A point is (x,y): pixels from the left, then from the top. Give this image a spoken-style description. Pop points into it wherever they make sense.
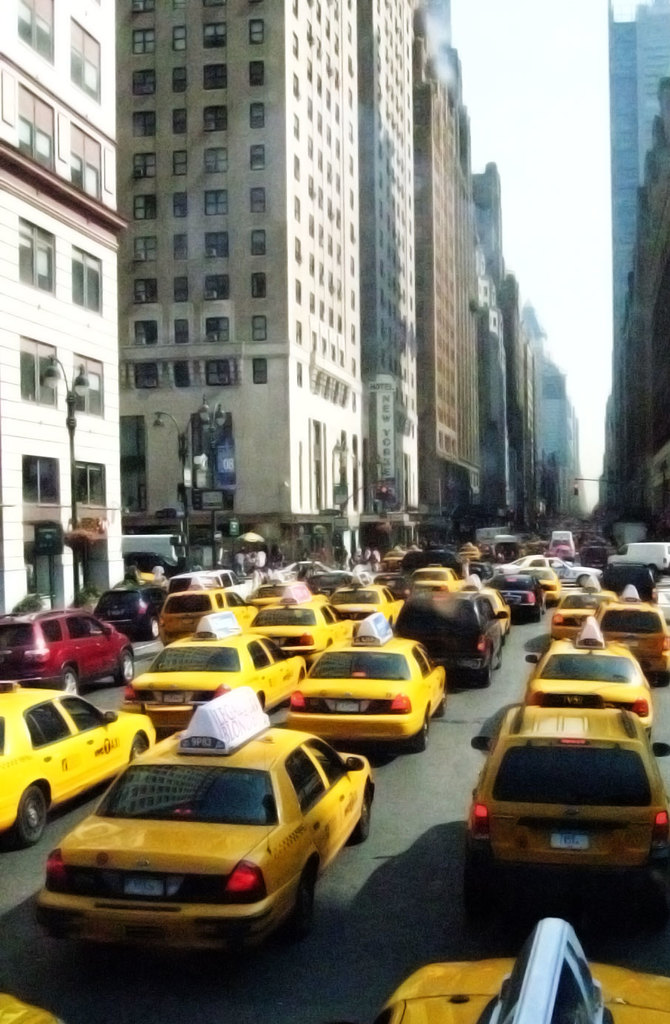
In this image, I can see the vehicles (487,822) on the road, lights poles (74,475) and buildings (266,284) with windows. In the background (528,205), there is the sky (550,228).
